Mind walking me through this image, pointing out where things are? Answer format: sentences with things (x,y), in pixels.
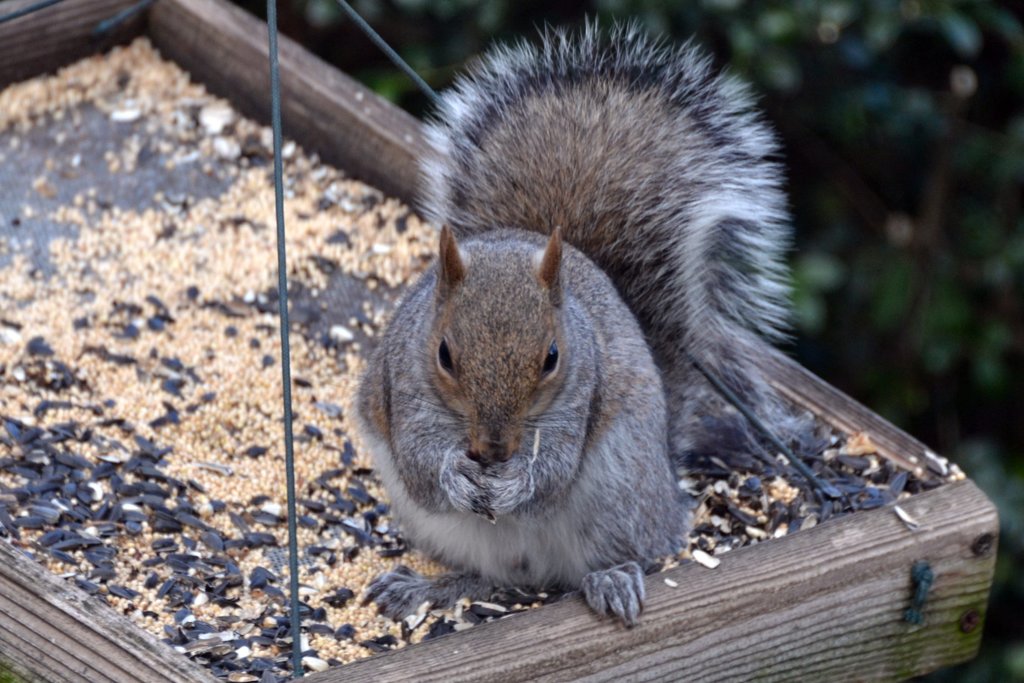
At the bottom of the image (729,578) there is a bird feeder (313,128), on the bird feeder (256,94) there is a squirrel (481,145). Background of the image (867,17) is blur.
